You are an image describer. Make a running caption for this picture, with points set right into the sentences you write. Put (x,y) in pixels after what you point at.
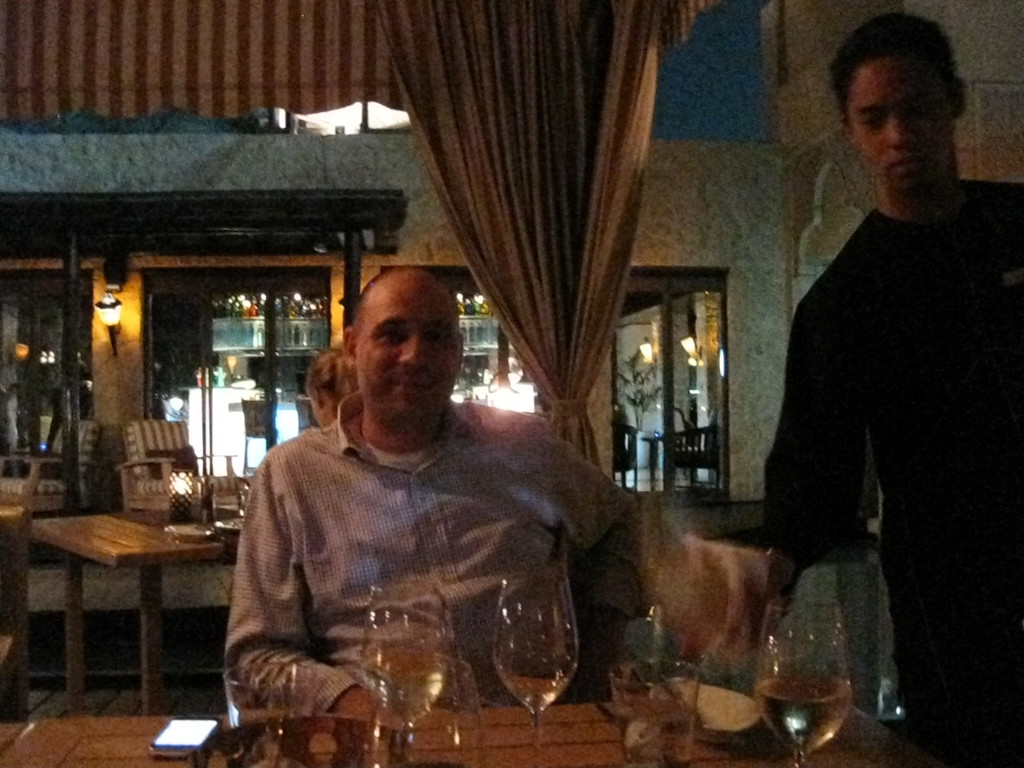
In this picture there is a man (442,518) with checked shirt (425,523) is sitting in front of the table (502,713). On the table (504,723) there are some glasses (459,660), plate (701,693) and a mobile phone (190,731). And to the right (869,298) there is a man (877,377) with black dress (948,464) is standing. In the background (311,399) there is lady (316,378), chair (267,410), table (133,518) and a lamp (117,309) on the wall (130,320). and on the top (224,63) there is a tent (210,85) and there is a curtain (543,141).
